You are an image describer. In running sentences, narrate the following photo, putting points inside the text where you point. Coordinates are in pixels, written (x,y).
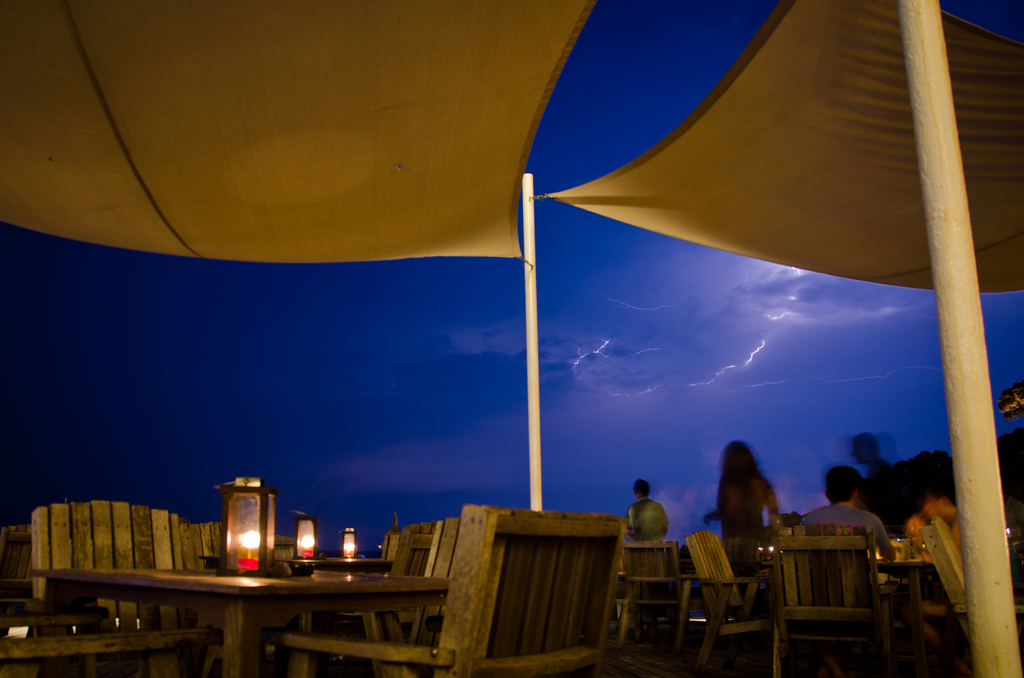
In this image I can see few people (731,529) are sitting on chairs (835,594). I can see few chairs (518,579), tables (266,616) and few lanterns (245,531) on tables (265,600). I can see the yellow cloth (502,176) is attached to the poles (917,58). The sky (669,241) is in blue and white color.
